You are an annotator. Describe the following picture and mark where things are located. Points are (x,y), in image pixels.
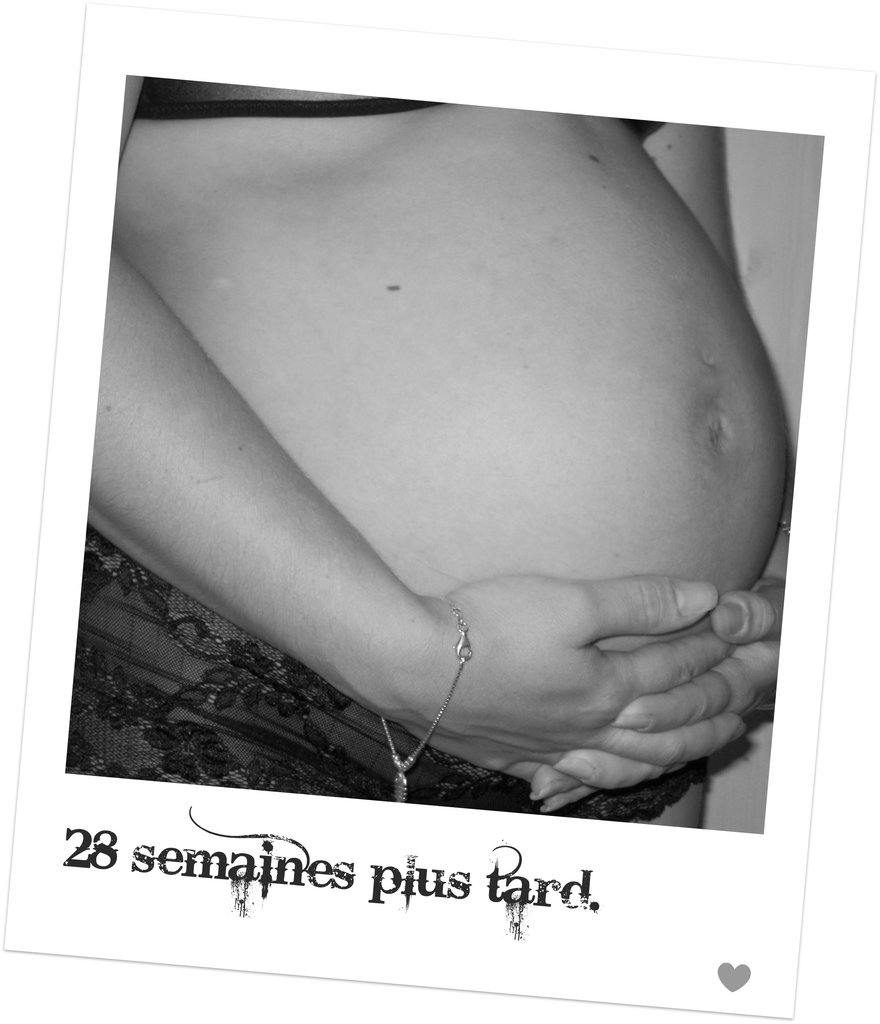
Here we can see stomach (748,562) and hands (482,597) of a person (600,766).
